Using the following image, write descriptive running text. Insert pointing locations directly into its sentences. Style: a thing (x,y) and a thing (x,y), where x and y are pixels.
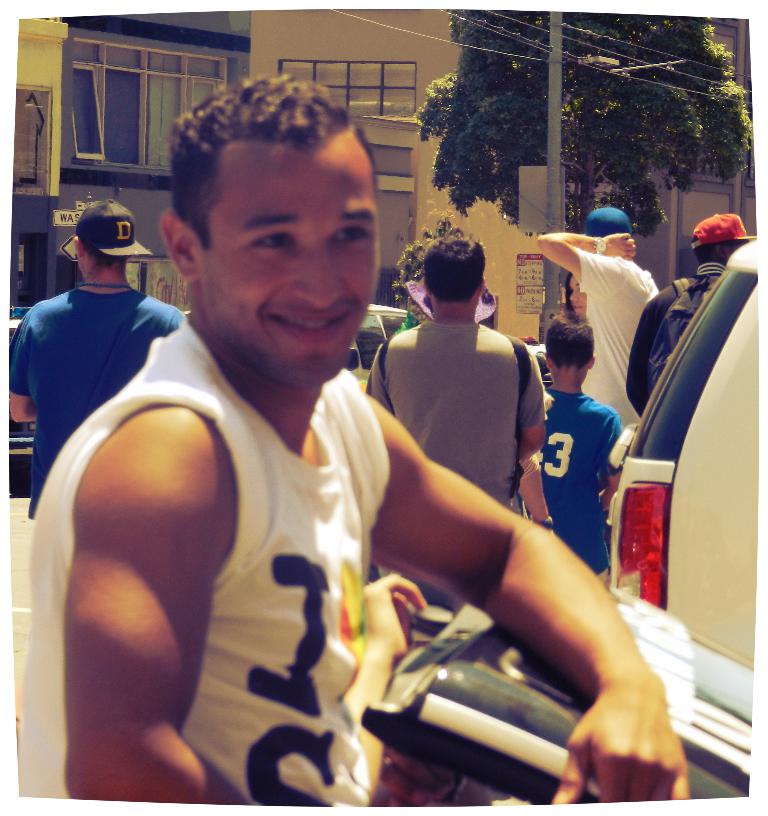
In the center of the image (264,310) there is a person (231,647) standing on the road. In the background (539,366) we can see persons (550,432), car (722,509), tree (529,135), pole (555,216), wires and buildings (168,75).
